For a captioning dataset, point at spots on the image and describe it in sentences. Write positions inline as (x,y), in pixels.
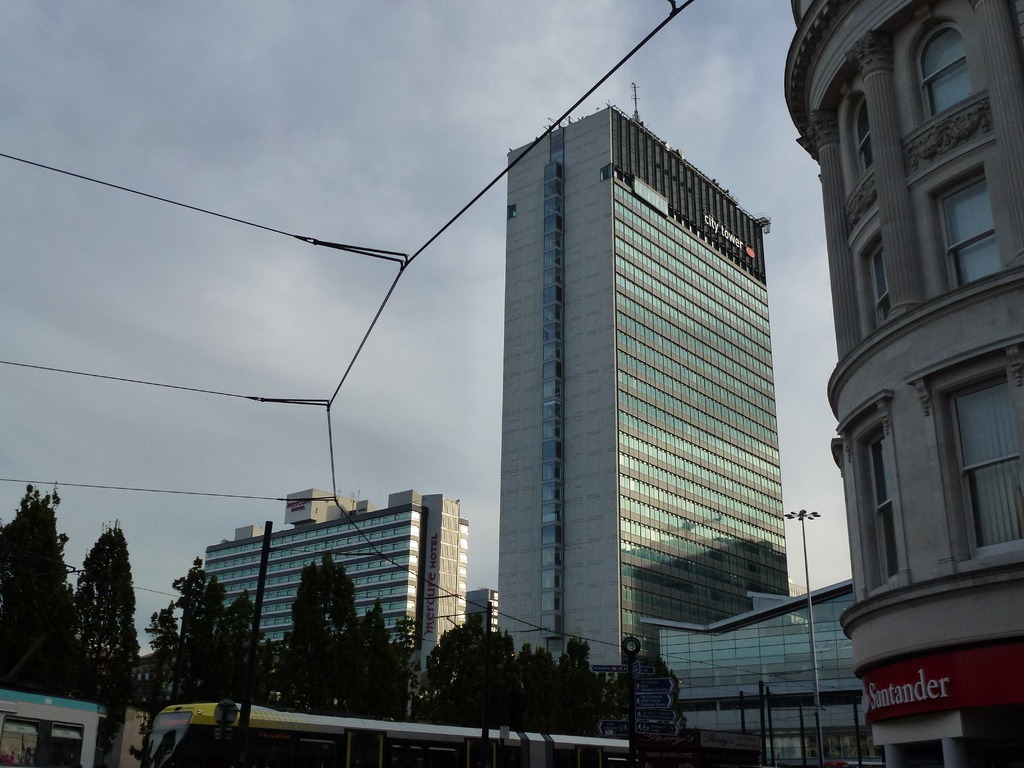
In this picture we can see the poles (632,671) with directional boards (651,683) and lights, and on the path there are some vehicles (463,739). Behind the poles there are trees (361,669), cables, buildings (533,464) and the sky (251,104).
